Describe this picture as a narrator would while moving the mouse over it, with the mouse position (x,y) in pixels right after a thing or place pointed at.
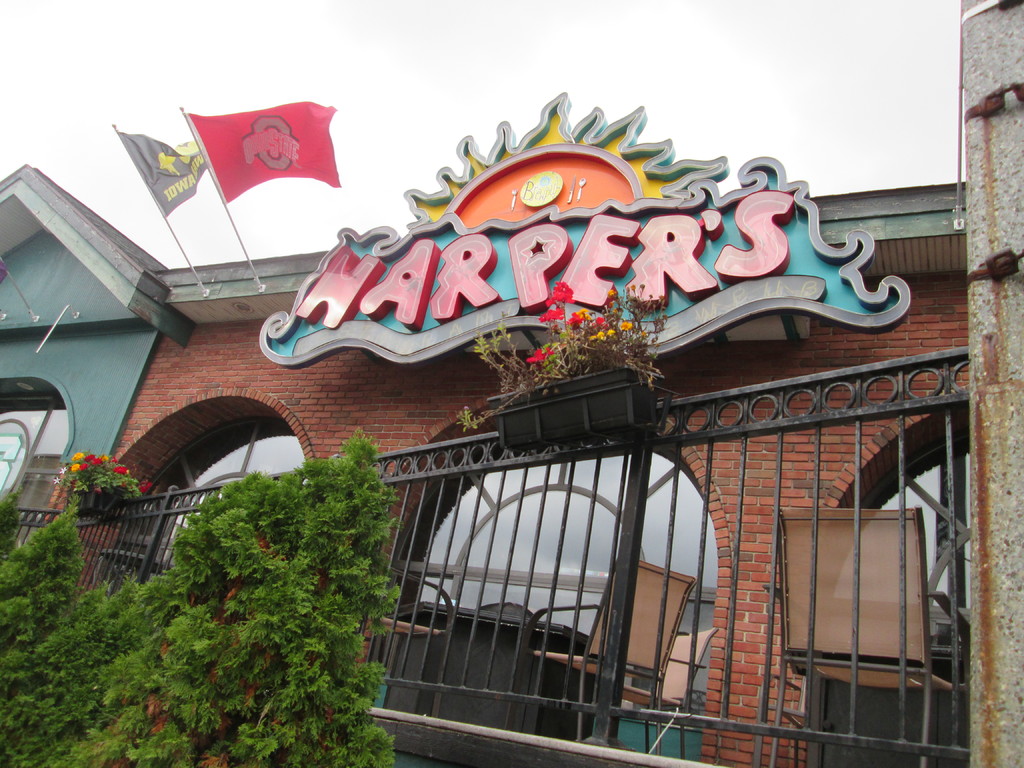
In the image there are trees (142,594) in the foreground (25,557), behind the trees (25,557) there is a railing (803,422), behind that there are arches (614,462) and above the arches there is a brick wall (803,362) and in front of the brick wall (829,364) there is a name (631,247) with alphabets (420,256) and on the left side (232,191) there are two flags (177,176).
